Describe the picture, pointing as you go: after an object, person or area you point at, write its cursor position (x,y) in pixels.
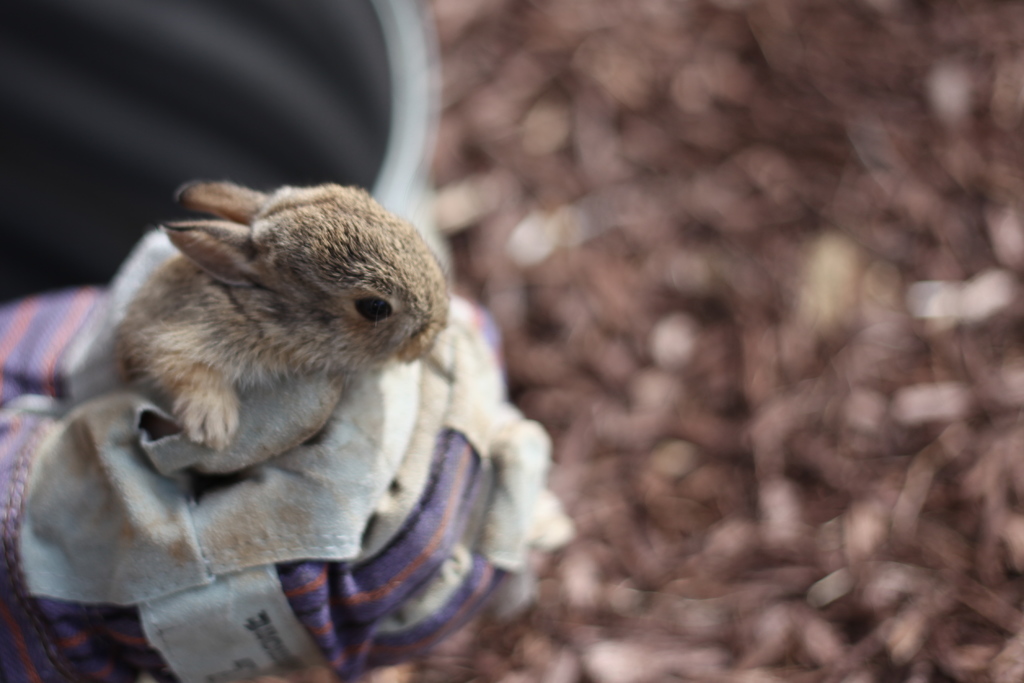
In this picture we can see an animal (146,362), cloth (267,436), some objects (365,518) and in the background (809,209) it is blurry.
